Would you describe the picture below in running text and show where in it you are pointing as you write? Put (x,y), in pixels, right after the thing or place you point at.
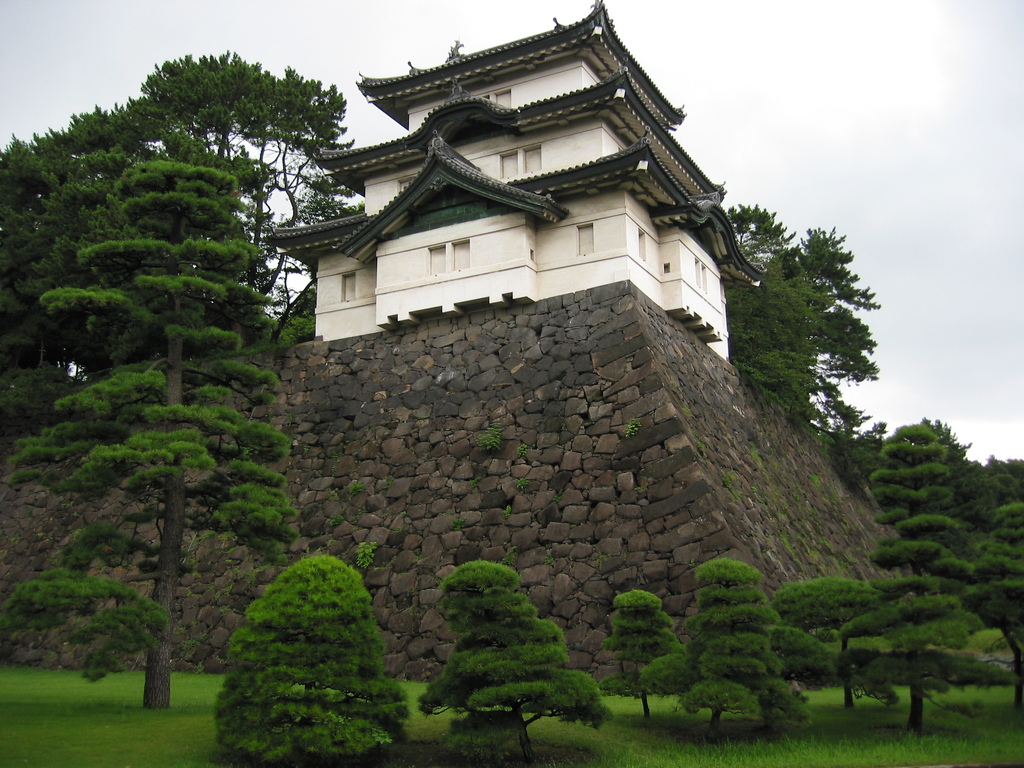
This picture might be taken from outside of the city. In this image, in the middle (531,499), we can see a building (646,272) and a wall (581,468) which is made of stones (598,591). On the right side (964,495), we can see some trees (971,553) and plants (970,538). On the left side (7,210), we can see some trees (160,253) and plants (377,726). At the top (982,111), we can see a sky (982,127) which is cloudy, at the bottom (380,643), we can see some plants (588,721) and a grass (665,746).
